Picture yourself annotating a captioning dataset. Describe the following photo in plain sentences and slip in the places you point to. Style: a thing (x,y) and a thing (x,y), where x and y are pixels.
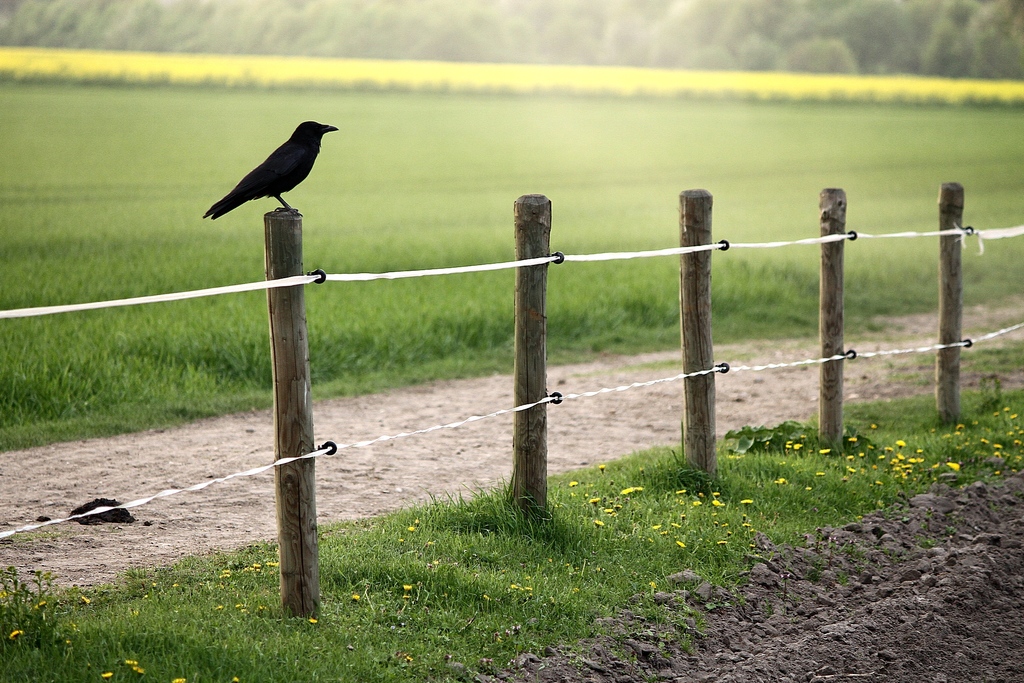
In this image I can see a crow (297,168) on wooden fence (270,217). In the background (428,165) I can see the grass (248,274).
